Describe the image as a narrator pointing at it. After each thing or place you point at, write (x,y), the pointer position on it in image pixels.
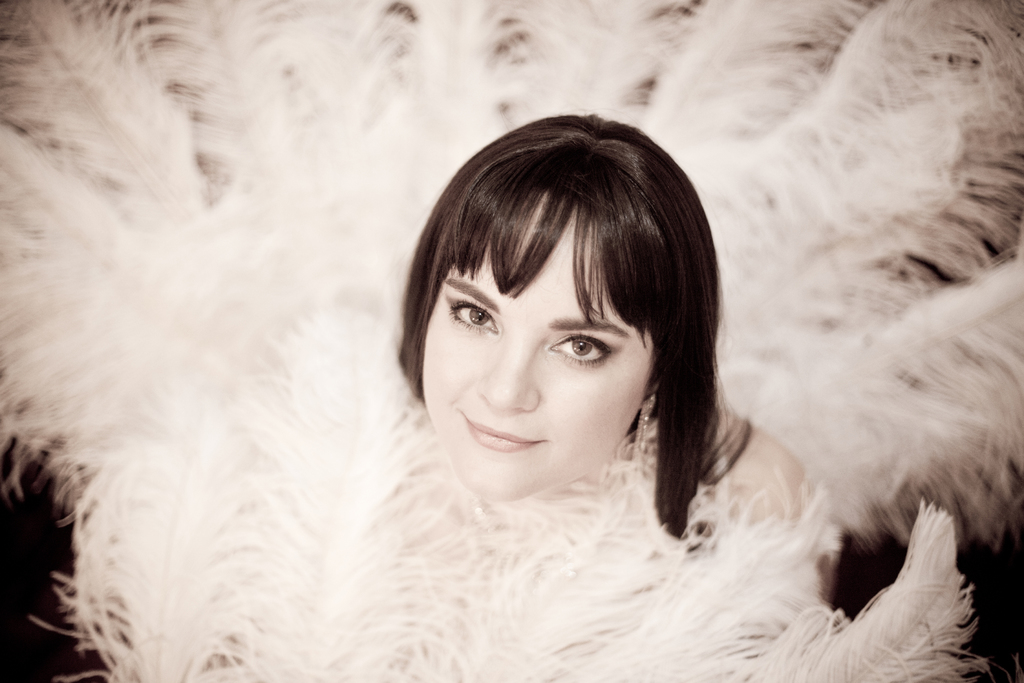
In the center of the image (595,352) we can see a lady (545,291) smiling. She is wearing a costume (215,493).
